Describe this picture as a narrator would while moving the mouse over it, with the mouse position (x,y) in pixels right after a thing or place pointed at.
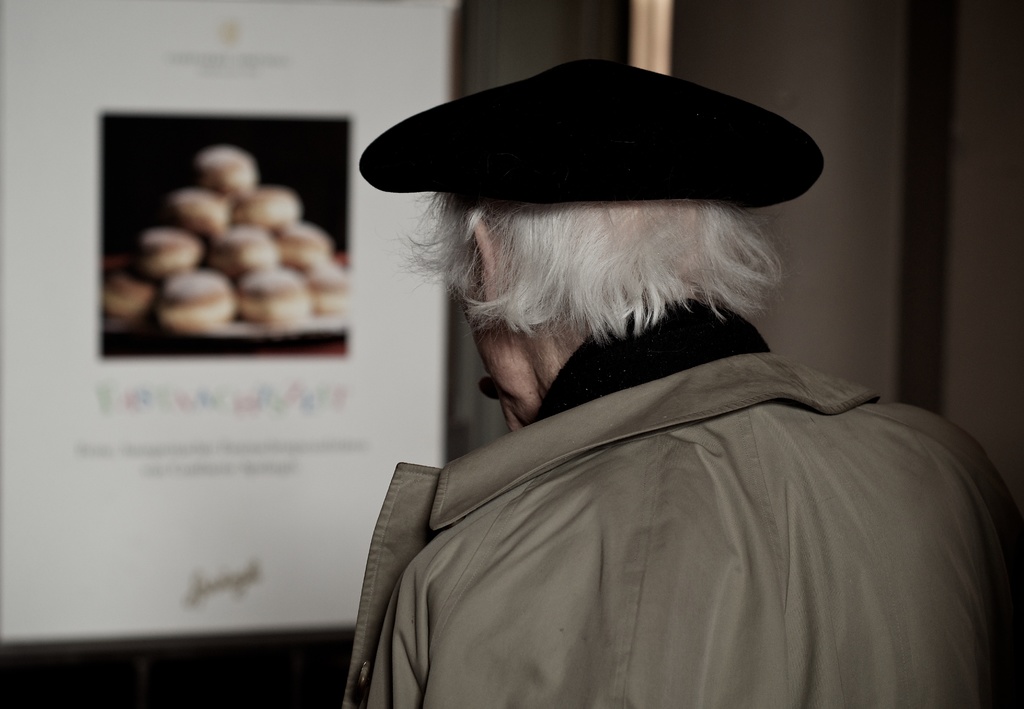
In this image there is an old man (701,460) who is wearing the coat (619,528) and cap (630,178) is looking at the poster (222,330) which is in front of him. In the poster (274,277) there are doughnuts (223,245) and some text (193,393).
